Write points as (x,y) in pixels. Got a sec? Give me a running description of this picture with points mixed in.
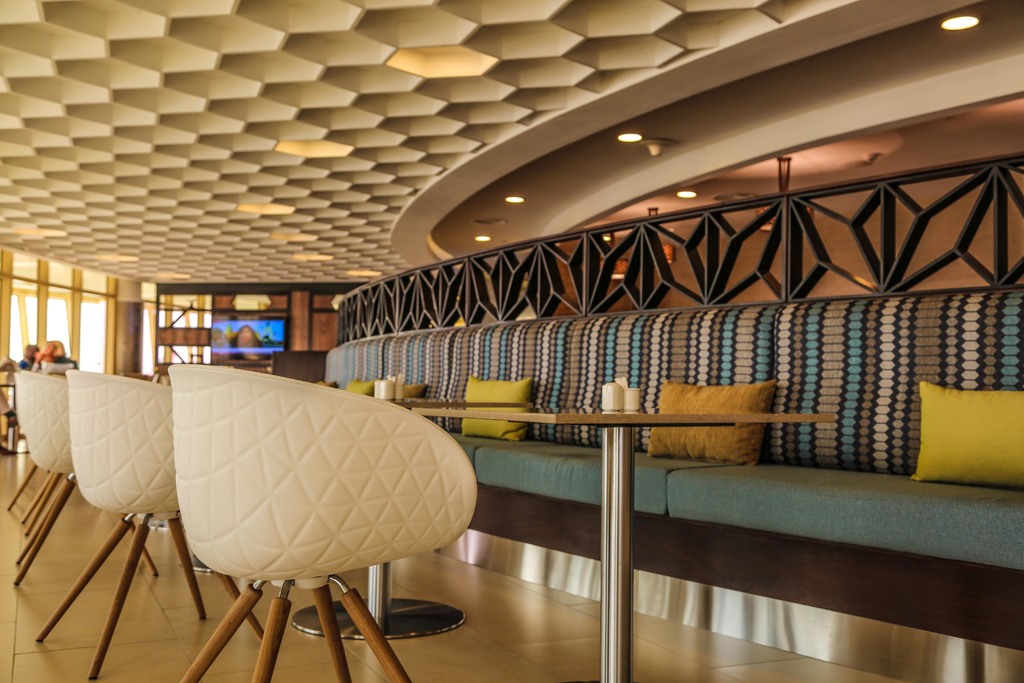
These are the chairs (197,389) and tables (454,409). This looks like a couch (598,352) with cushions (482,390) on it. I can see the ceiling lights (430,60), which are attached to the roof (357,162). This looks like a ceiling (218,64). I can see few people (43,364) sitting. This is the television (257,327).
